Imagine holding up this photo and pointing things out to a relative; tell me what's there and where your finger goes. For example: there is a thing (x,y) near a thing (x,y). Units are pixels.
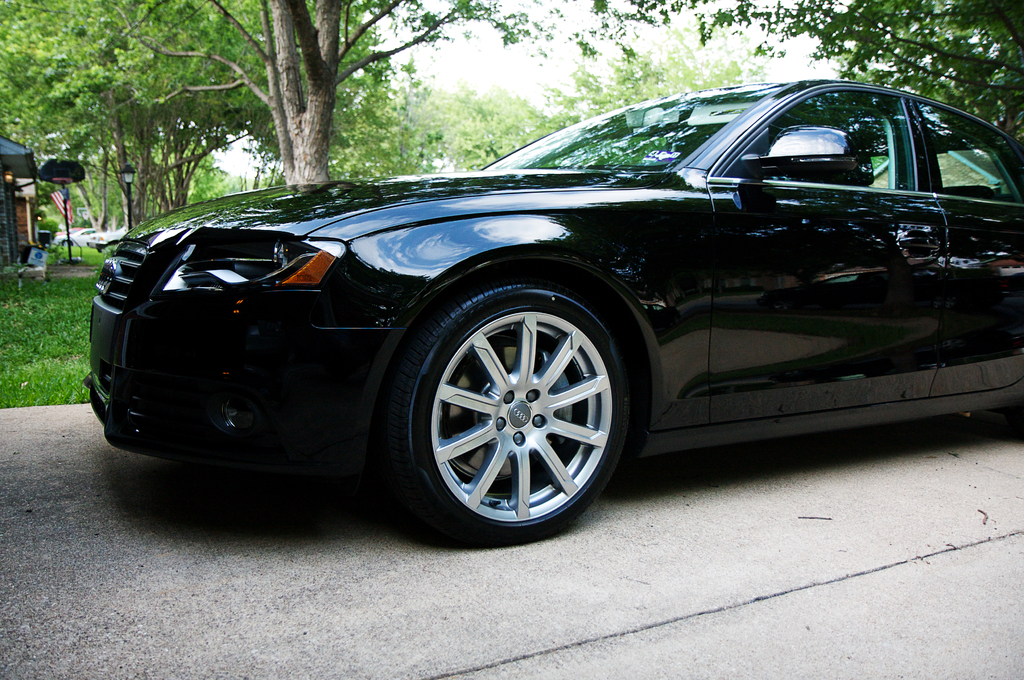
In this image we can see a car (686,295) parked on the road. On the backside (276,103) we can see a group of trees (263,126), grass (86,325), a pole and the sky (633,37).
